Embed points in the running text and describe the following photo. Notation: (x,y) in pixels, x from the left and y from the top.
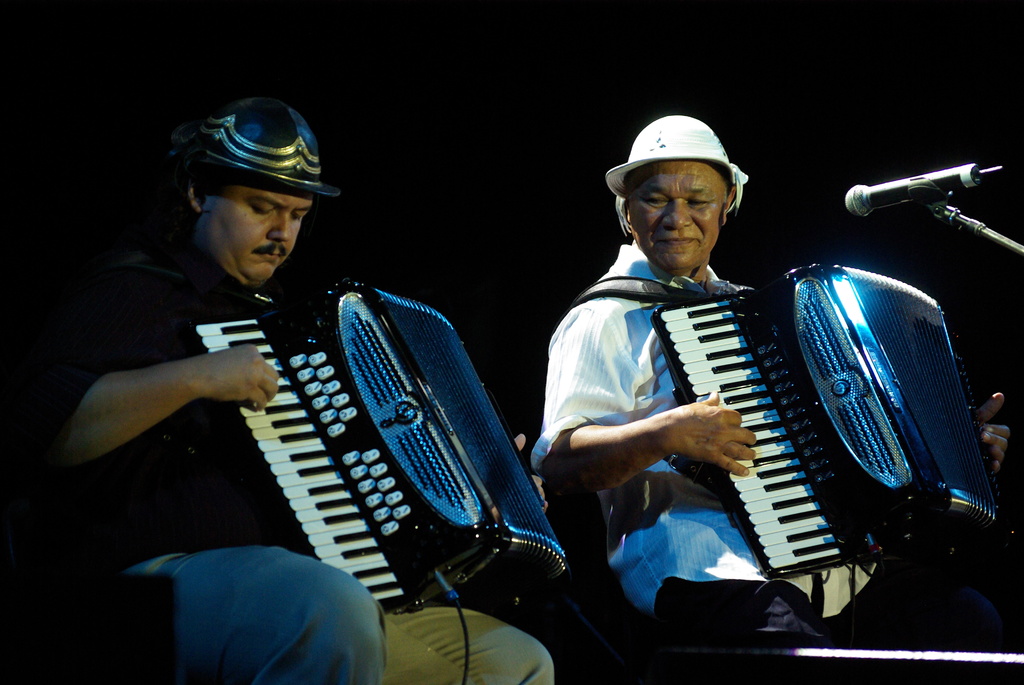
In the foreground of the image (593,391) we can see the two person (636,455) sitting on the chairs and playing musical keyboards (703,399). On the right corner (964,182) there is a microphone (878,207) attached to the stand (950,213). The background of the image (89,209) is very dark.
